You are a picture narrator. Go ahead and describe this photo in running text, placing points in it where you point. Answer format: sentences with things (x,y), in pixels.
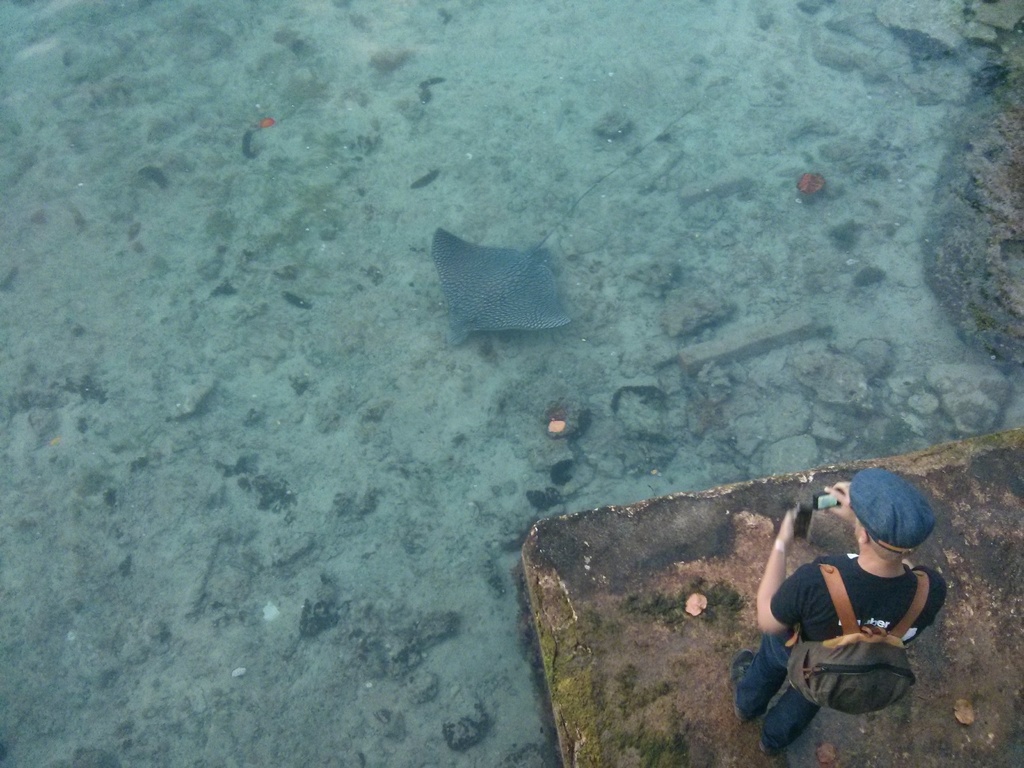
In this image I can see the person (802,634) standing and wearing the black and blue color dress (803,608) and also cap (888,518). I can see the person (854,560) wearing the bag (835,674). In the background (359,473) the water (501,353) and I can see an aquatic animal (452,307) in the water (376,302).
